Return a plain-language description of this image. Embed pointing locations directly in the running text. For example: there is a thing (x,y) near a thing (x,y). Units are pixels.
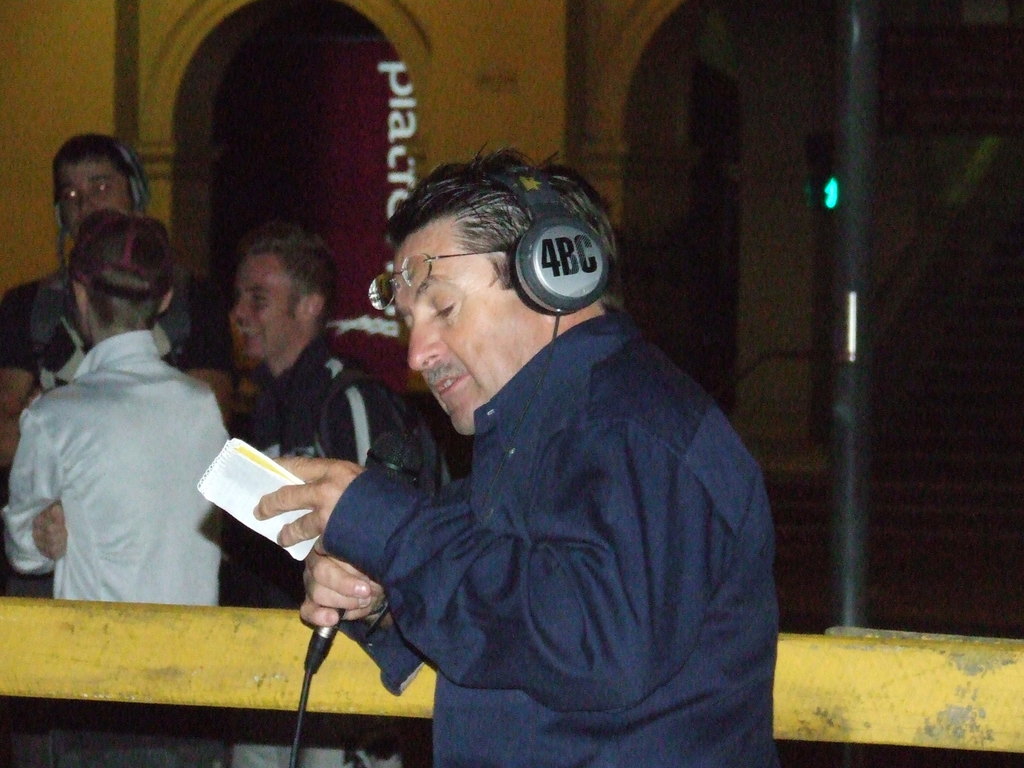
In this image there is a person (485,275) holding a paper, cable cord (307,668), wearing may be head phones (542,191), visible in front of pole (65,606), behind it there are few people (273,331), poles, staircase (959,412), the wall (459,104) visible in the middle (671,265).
